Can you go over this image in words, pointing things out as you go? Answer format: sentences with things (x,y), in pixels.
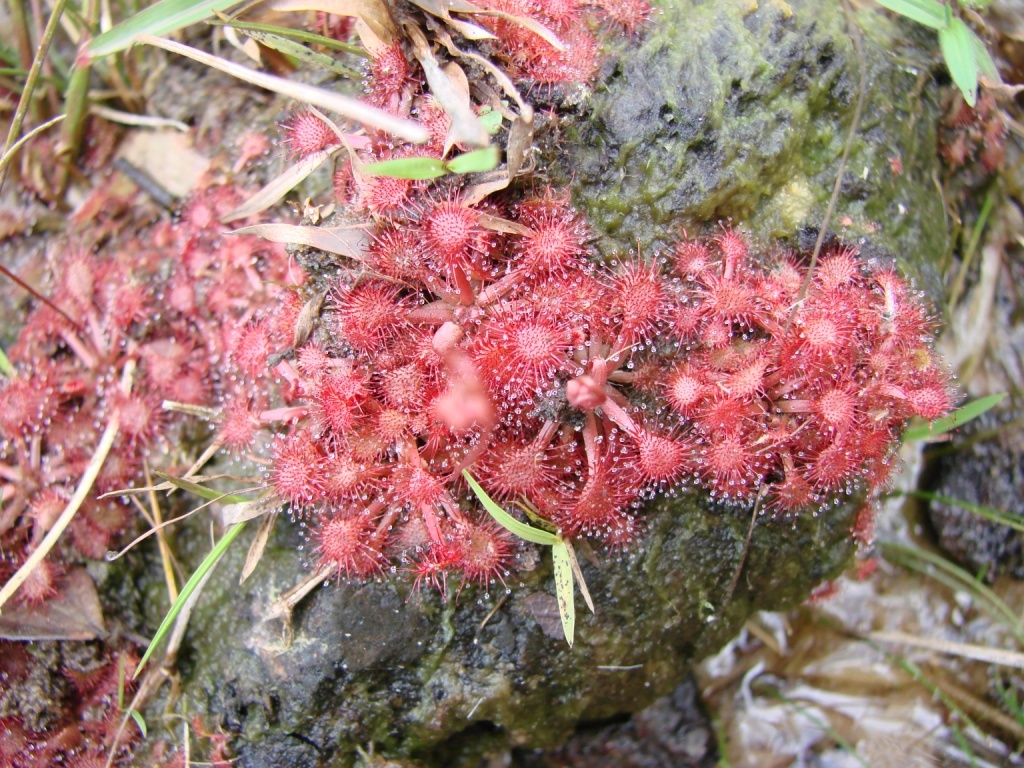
The picture consists of plants (646,311), grass (474,154) and other species (515,405).
